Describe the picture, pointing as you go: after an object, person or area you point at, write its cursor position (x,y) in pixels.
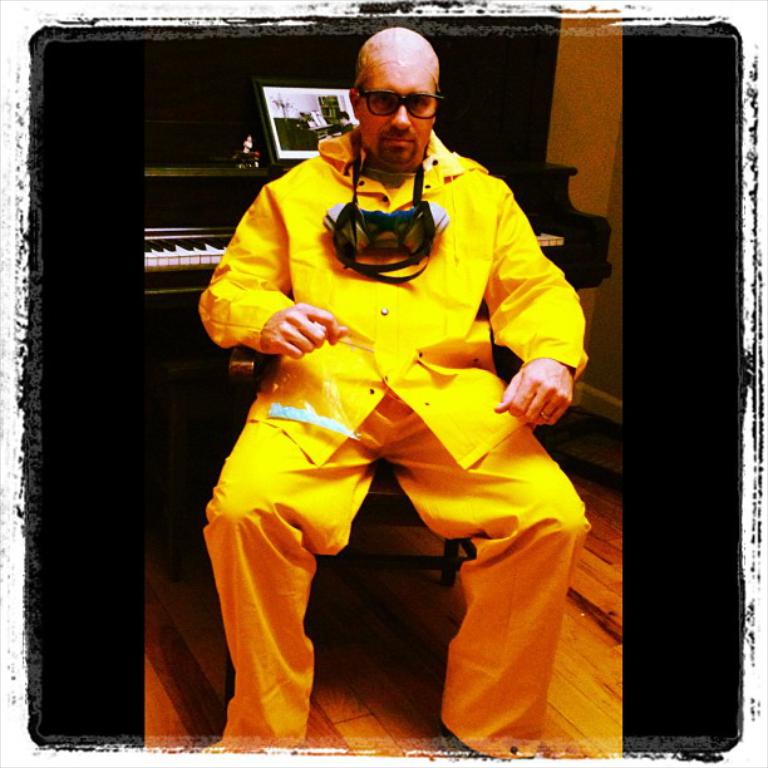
In this picture I can see there is a person (353,461) sitting on the wooden chair (369,492), he is wearing a yellow shirt (410,345), pant (289,489) and there is a piano (250,174) behind him, with a picture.
